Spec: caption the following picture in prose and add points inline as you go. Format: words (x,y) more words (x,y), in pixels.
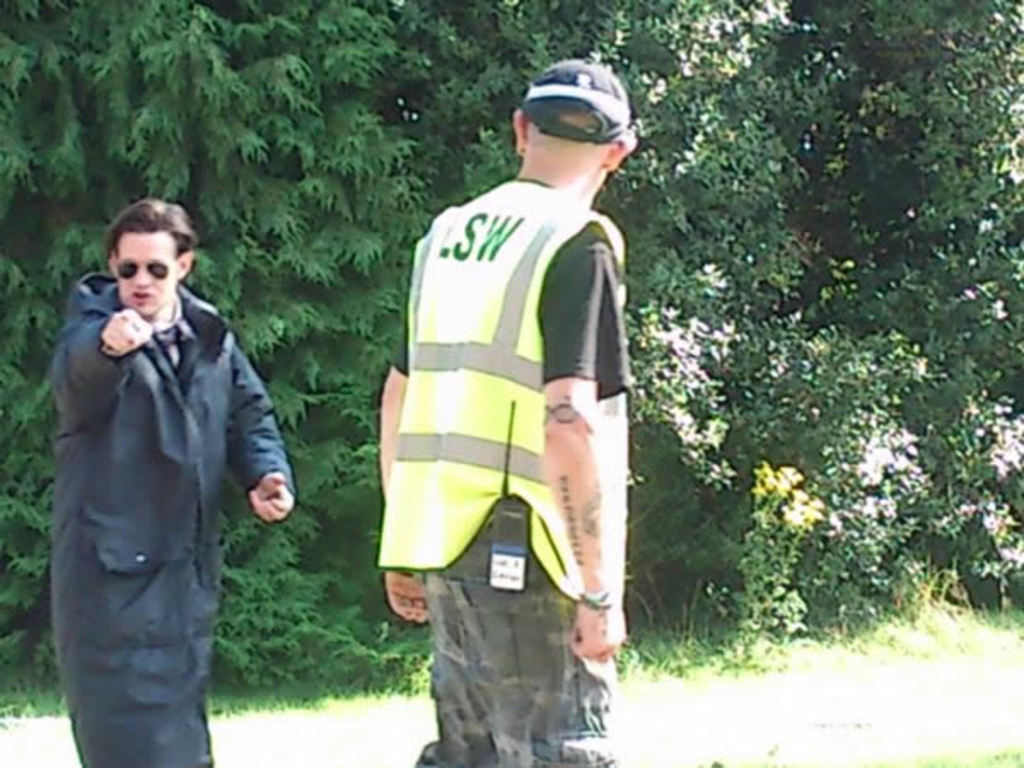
In this image I can see a person (167,488) wearing black color dress (112,528) is standing and another person (552,419) wearing black colored dress (614,339) and green colored jacket (508,428) is standing. In the background (836,523) I can see few trees (296,143) which are green in color.
